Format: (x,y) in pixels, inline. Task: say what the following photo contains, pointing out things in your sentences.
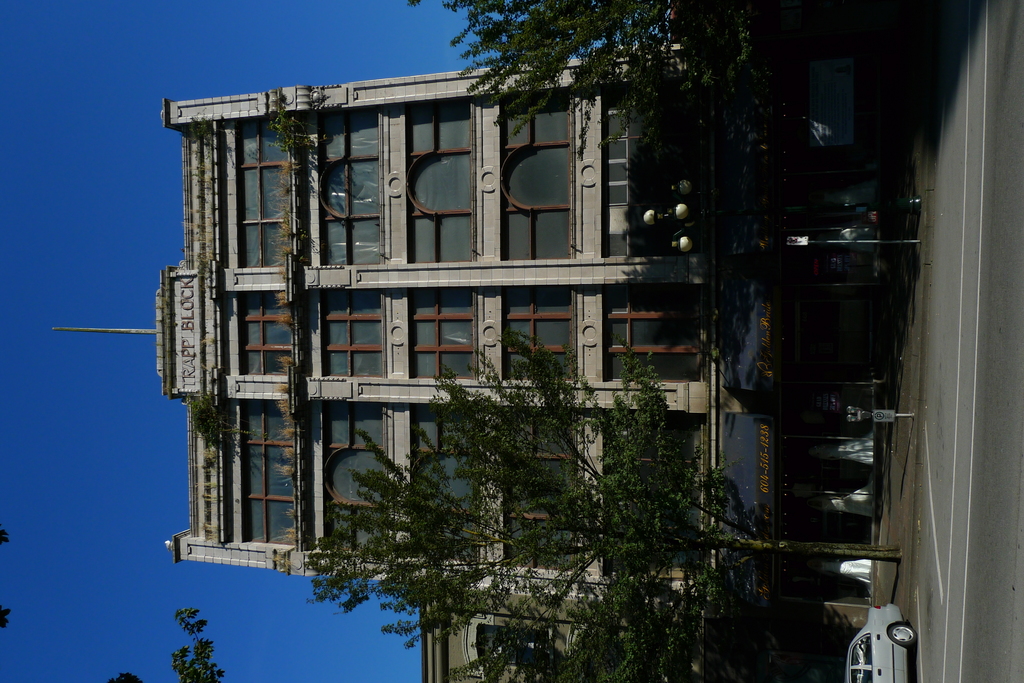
There is a car (856,671) on the road (950,531). Here we can see boards (890,412), poles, trees (635,535), and buildings (270,458). In the background (118,434) there is sky (64,106).
